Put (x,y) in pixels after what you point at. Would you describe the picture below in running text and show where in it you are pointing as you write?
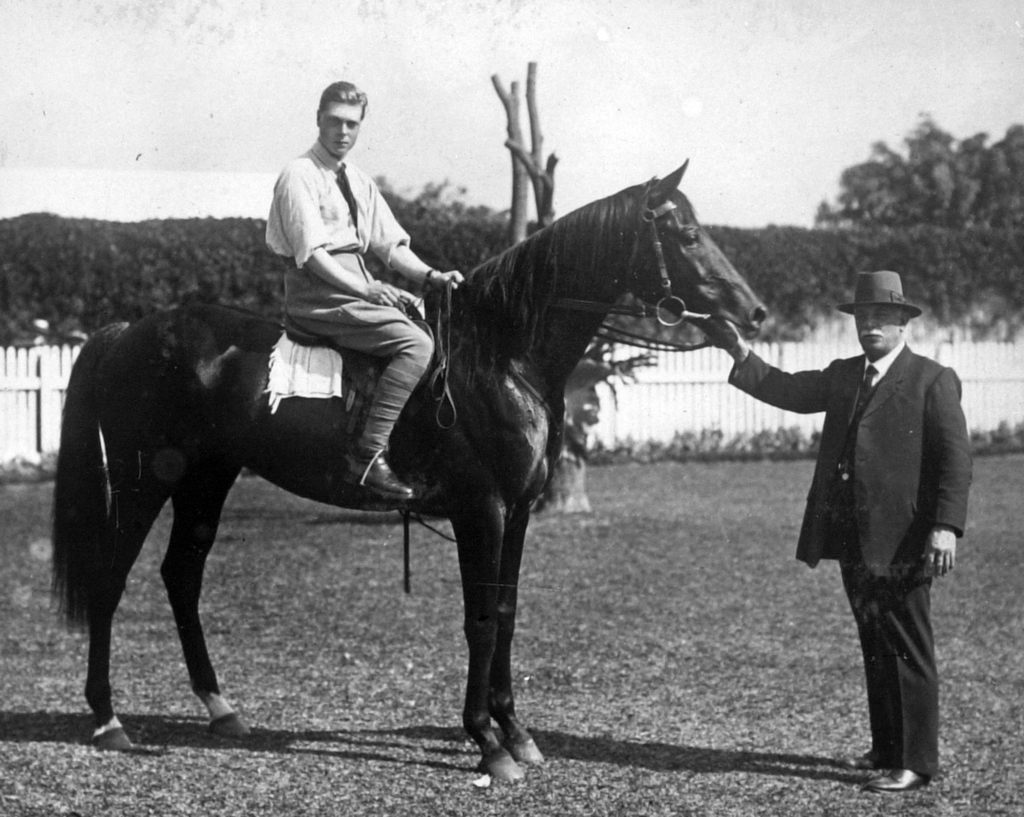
In this picture we can see two persons (354,253) and a Horse (528,353), one man (343,159) is seated on the horse (494,347) and another man (917,423) is holding the horse (611,281), in the background (998,397) we can see fence (813,353) and a couple of trees (977,223).
